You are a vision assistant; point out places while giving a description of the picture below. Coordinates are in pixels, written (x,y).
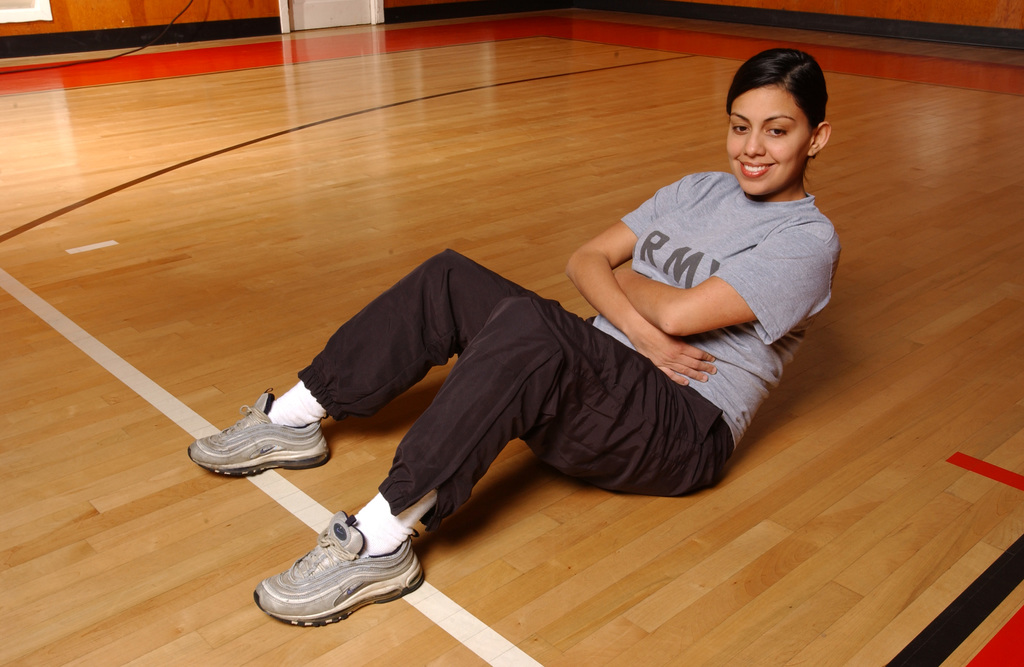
In this picture I can see a woman (685,407) seated on the floor (410,248) with a smile on her face (791,172).
